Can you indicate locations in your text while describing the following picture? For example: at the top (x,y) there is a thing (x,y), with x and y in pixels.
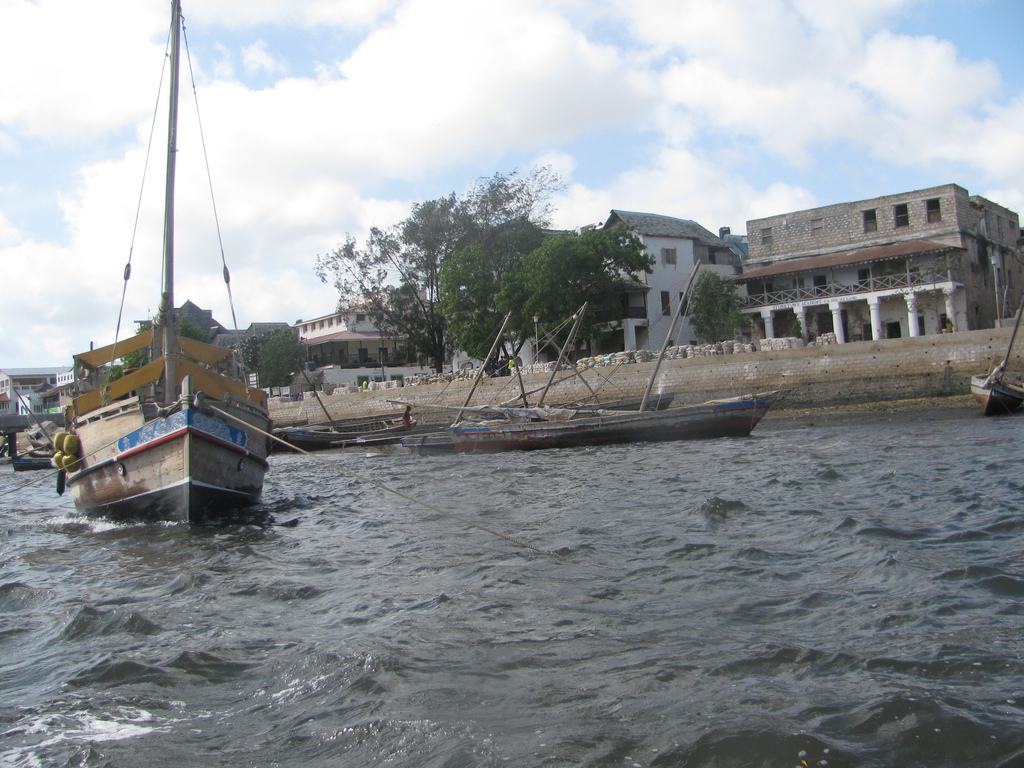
In this picture I can see buildings (949,274), trees (292,334) and few boats (150,419) in the water (77,593) and a blue cloudy sky (640,110).
